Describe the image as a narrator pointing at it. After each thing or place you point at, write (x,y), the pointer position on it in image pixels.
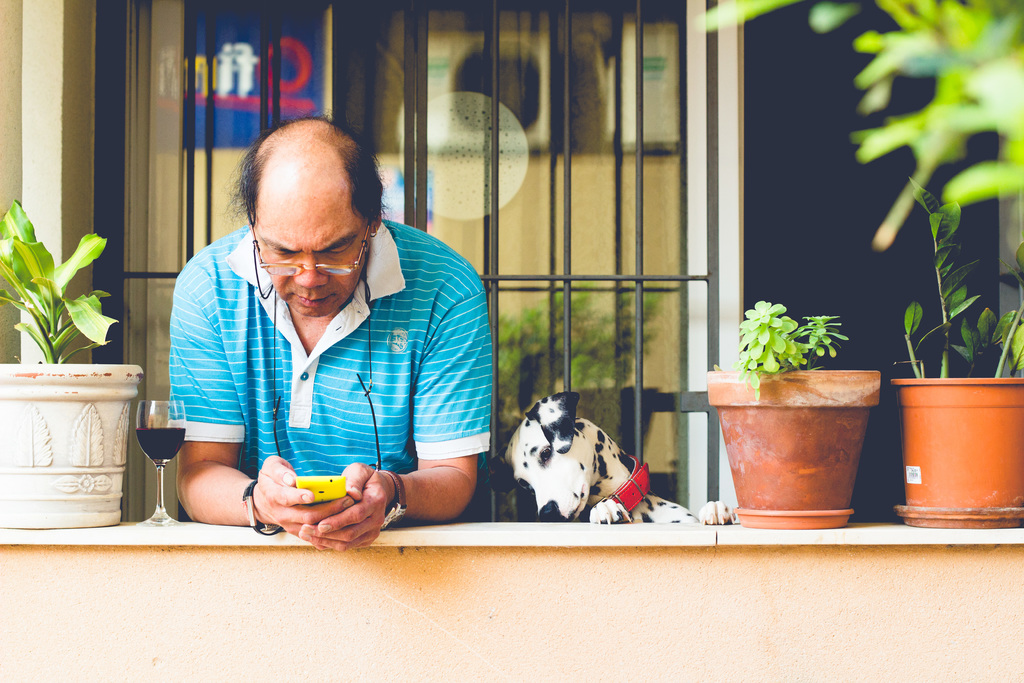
In this image a man (371,357) wearing blue t-shirt (400,383) is holding a phone (332,481). On the wall (137,526) there are plant pot (76,450). A dog (614,490) is standing beside the man (478,428). In the background (576,78) there is window (366,99).
